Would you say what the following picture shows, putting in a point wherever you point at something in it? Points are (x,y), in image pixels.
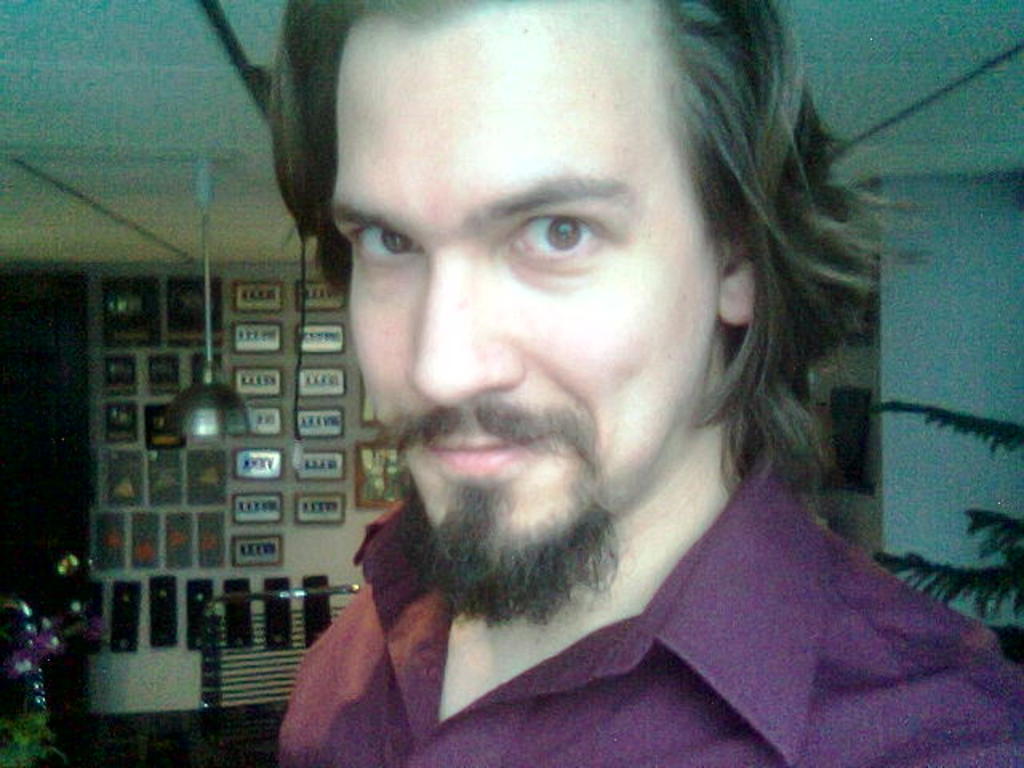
In this image I can see a man (524,485) is smiling, he wore shirt (645,671). On the right side (982,573) there are leaves (982,573) of the plant (1018,554), on the left side (259,416) there are boards (273,461) to this wall (285,436).
